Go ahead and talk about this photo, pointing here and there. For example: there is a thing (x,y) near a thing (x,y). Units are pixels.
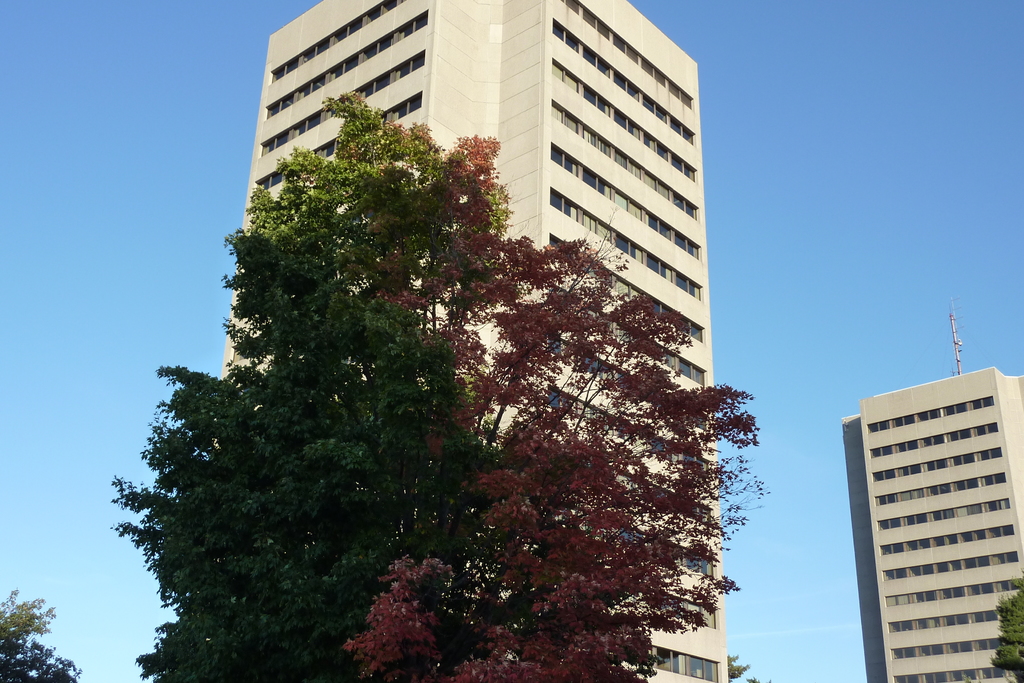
In this picture we can see buildings (918,506), trees (600,628) and we can see sky (128,220) in the background (103,228).
